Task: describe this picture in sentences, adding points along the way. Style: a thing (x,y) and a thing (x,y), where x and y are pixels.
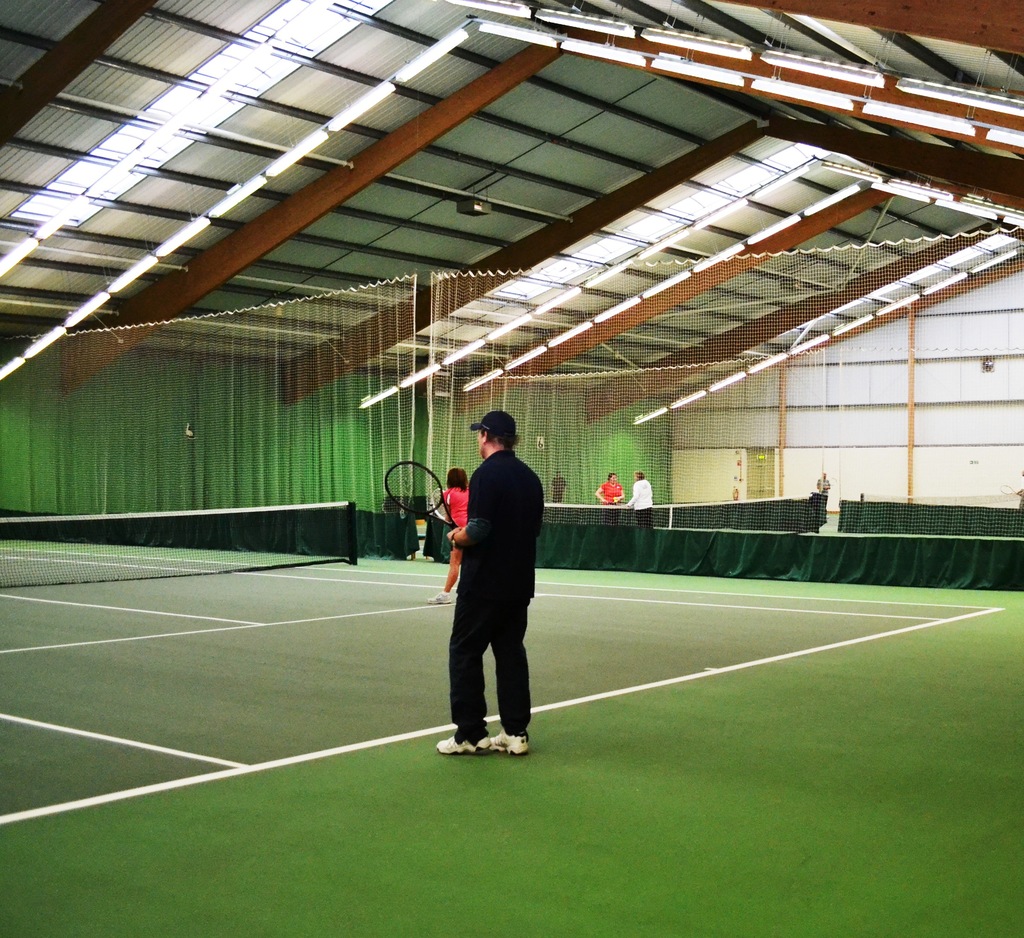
The man (514,476) in black suit (491,608) is holding a racket (429,499). On top (491,26) there are lights (444,44). Far this persons (616,486) are standing.
